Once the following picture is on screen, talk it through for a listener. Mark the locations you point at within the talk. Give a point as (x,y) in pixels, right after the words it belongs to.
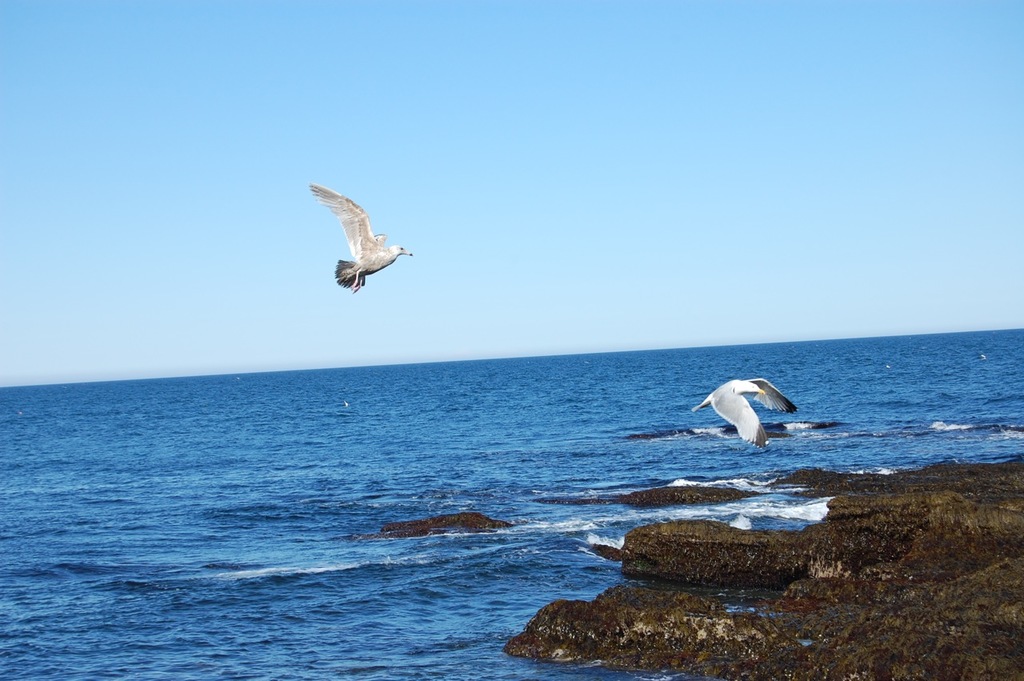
In this image there is an ocean (292,438) in the middle (370,416). There are two birds (727,386) flying in the sky (568,333). On the right side (865,541) bottom there are stones (808,573).
